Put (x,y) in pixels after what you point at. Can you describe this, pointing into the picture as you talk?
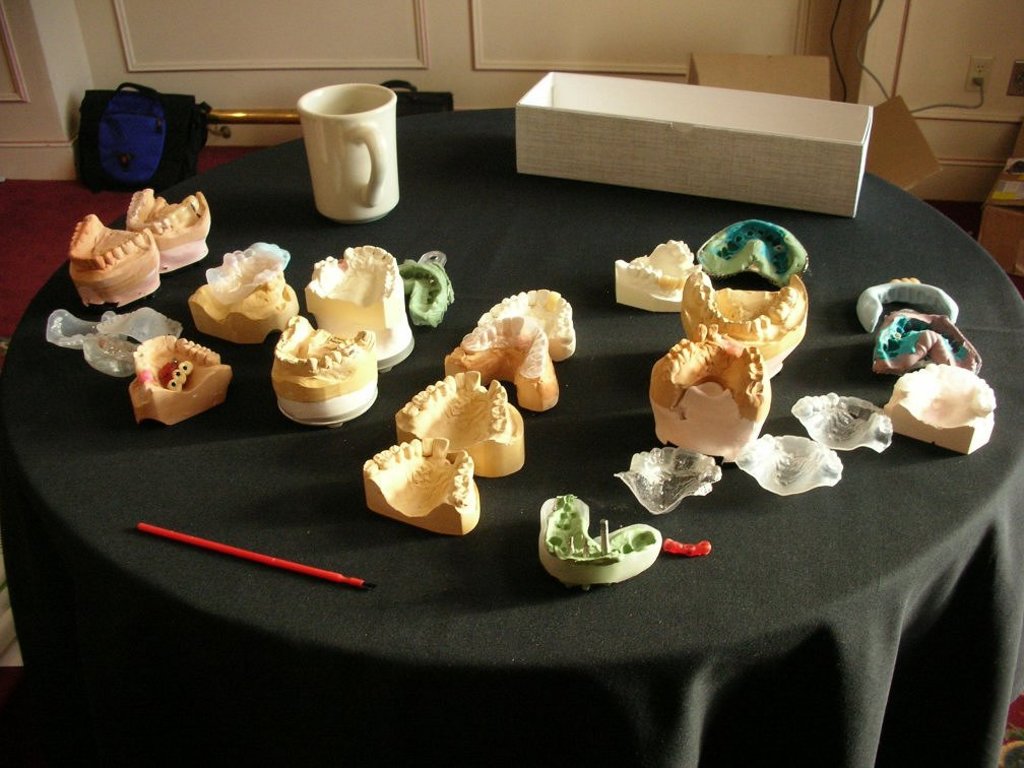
On this black table (481,139) there is a mug (356,128), white box (702,156) and things (762,338). In-front of this wall (314,27) there are bags (146,123) and cardboard boxes (912,139). Sockets (977,88) are on the wall (953,57). Floor (39,217) with carpet (16,220).
